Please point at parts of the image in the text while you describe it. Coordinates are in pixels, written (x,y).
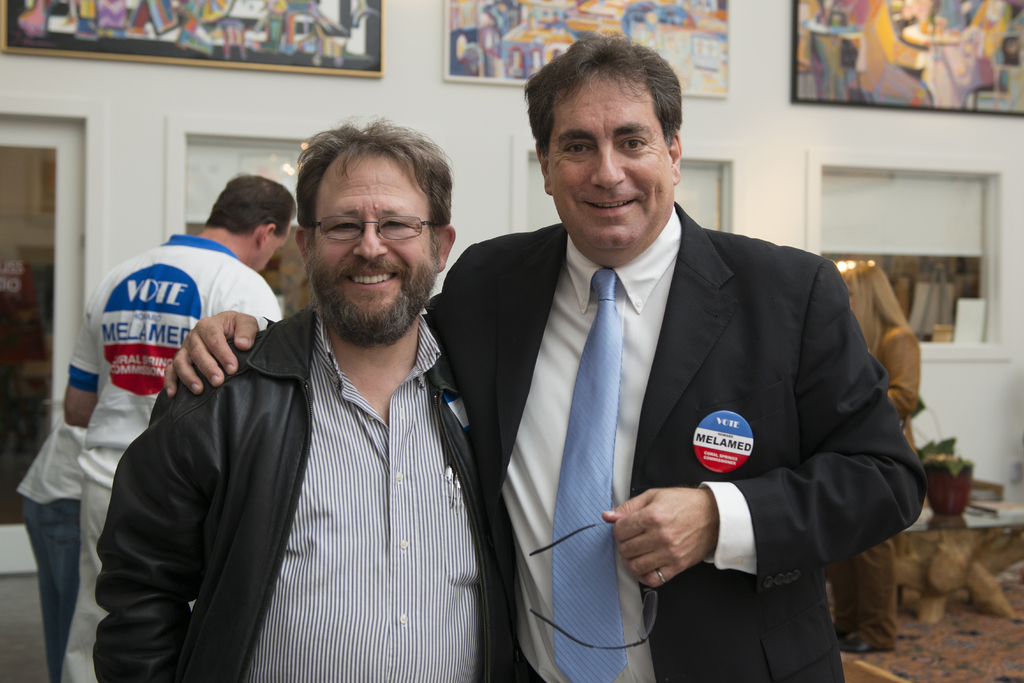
In this image I can see in the middle (507,406) two men (634,335) are standing and also smiling, they are wearing coats (476,482). At the top (115,9) there are painted photo frames (720,63) on the wall (472,233).
